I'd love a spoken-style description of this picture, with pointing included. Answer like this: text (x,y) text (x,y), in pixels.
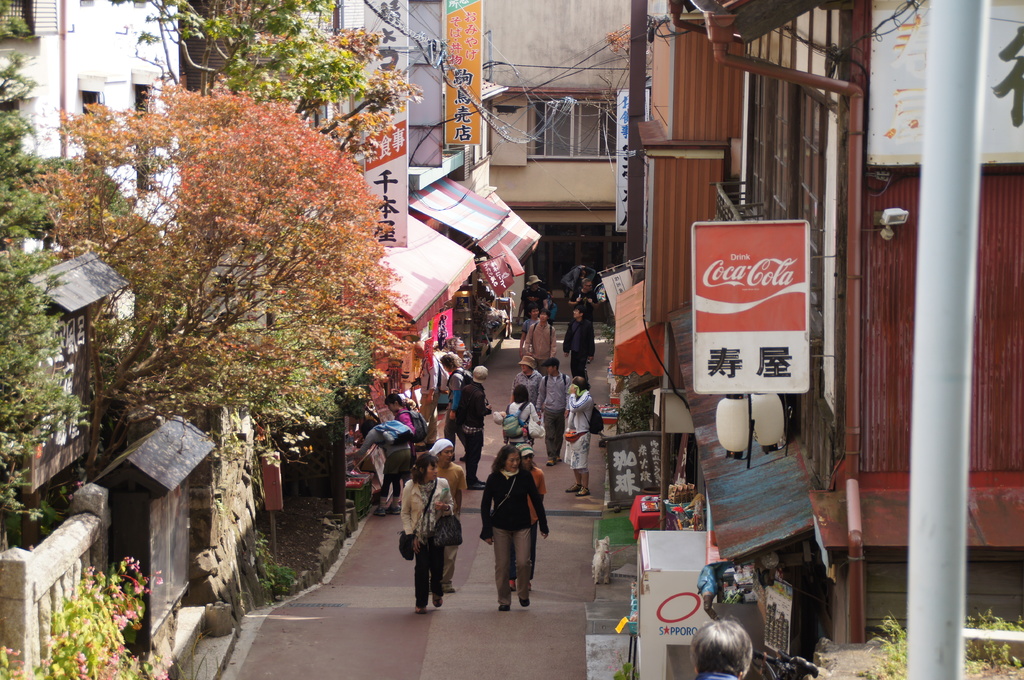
In this image we can see people (543,404) are walking on the road (555,636) and few people (374,431) are standing. Here we can see plants (75,642), flowers (82,661), trees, boards (679,412), stalls (419,353), buildings (705,472), pole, wires (878,24), and other objects (853,391).
